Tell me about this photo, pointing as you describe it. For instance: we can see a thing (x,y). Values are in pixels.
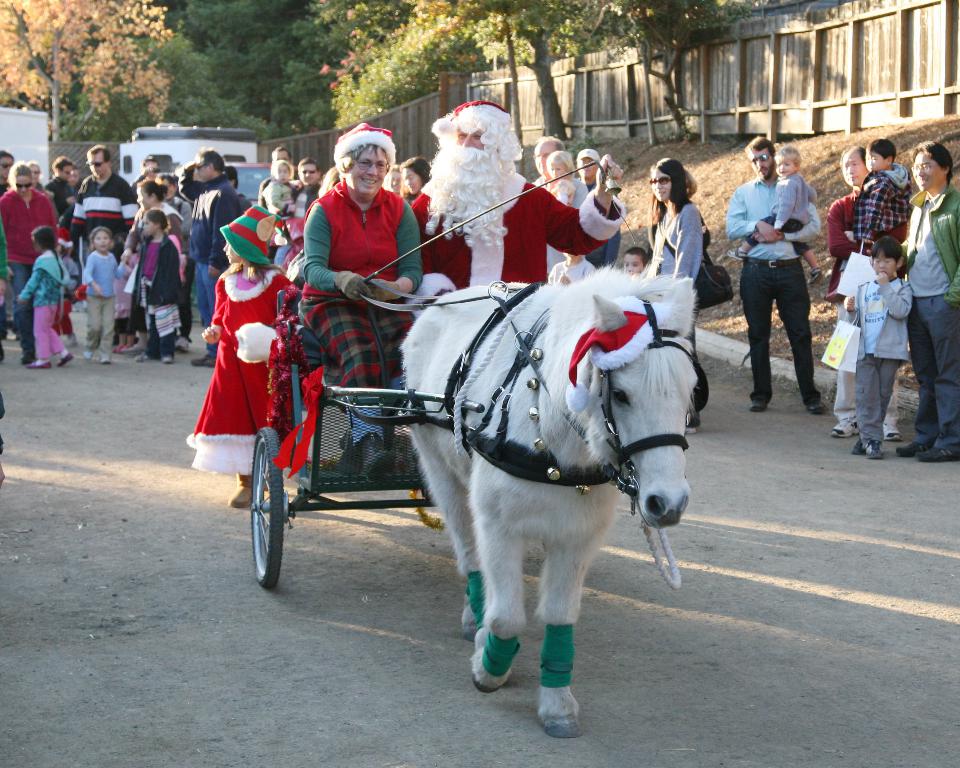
In the center of the image (376,445) there is a horse carriage (460,447). On the carriage (372,476), we can see a few people (465,250) in different costumes (583,236). In the background (251,14), we can see trees (262,18), few people (787,239) are standing, wooden fence (590,99) and a few other objects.
